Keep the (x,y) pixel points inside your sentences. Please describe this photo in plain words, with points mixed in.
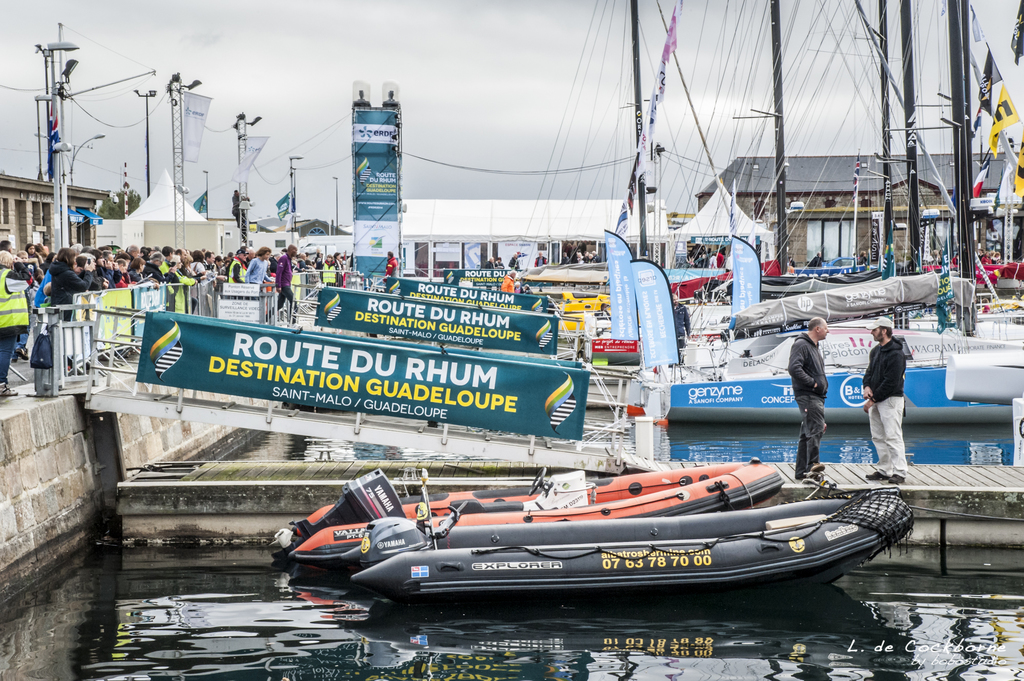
In the image there are plenty of boats (630,511), banners (517,304), poles (888,204) and wires (691,172) and on the left side (67,278) there is a huge crowd (189,253) standing behind the railing (216,302) and there are two people (875,364) standing on the bridge (923,485) above the water surface (287,458), there are few compartments (30,217) around the boats (593,276).
